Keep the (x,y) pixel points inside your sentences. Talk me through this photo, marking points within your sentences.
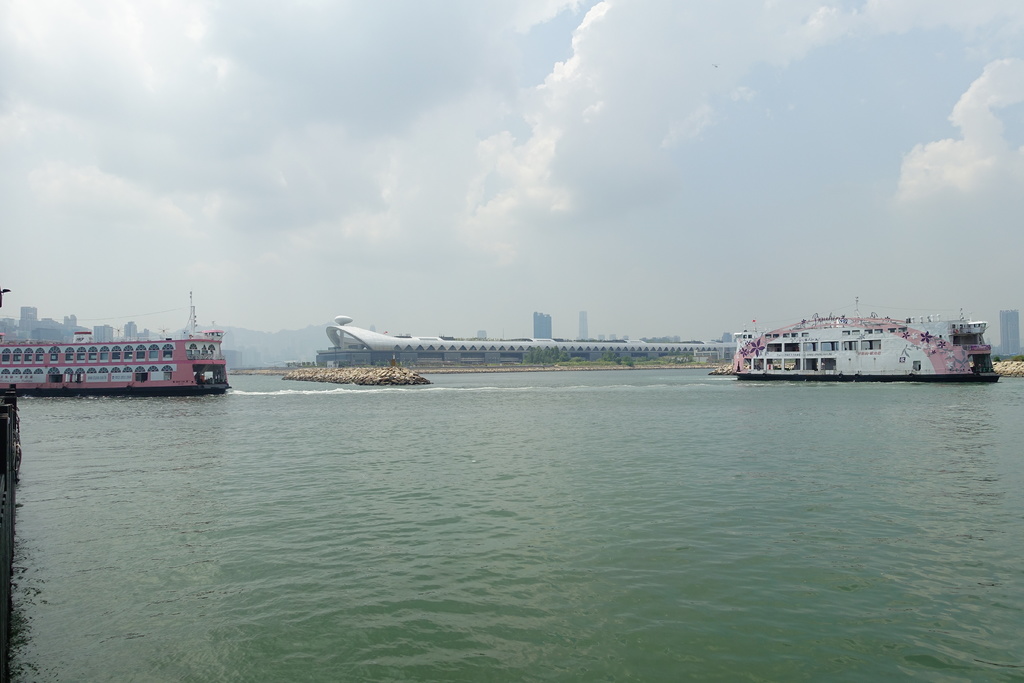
In this picture I can observe two ships (852,356) floating on the water (619,427). In the middle of the picture (396,429) I can observe a river (447,448). In the background (203,145) there are some clouds (391,197) in the sky (365,154).
